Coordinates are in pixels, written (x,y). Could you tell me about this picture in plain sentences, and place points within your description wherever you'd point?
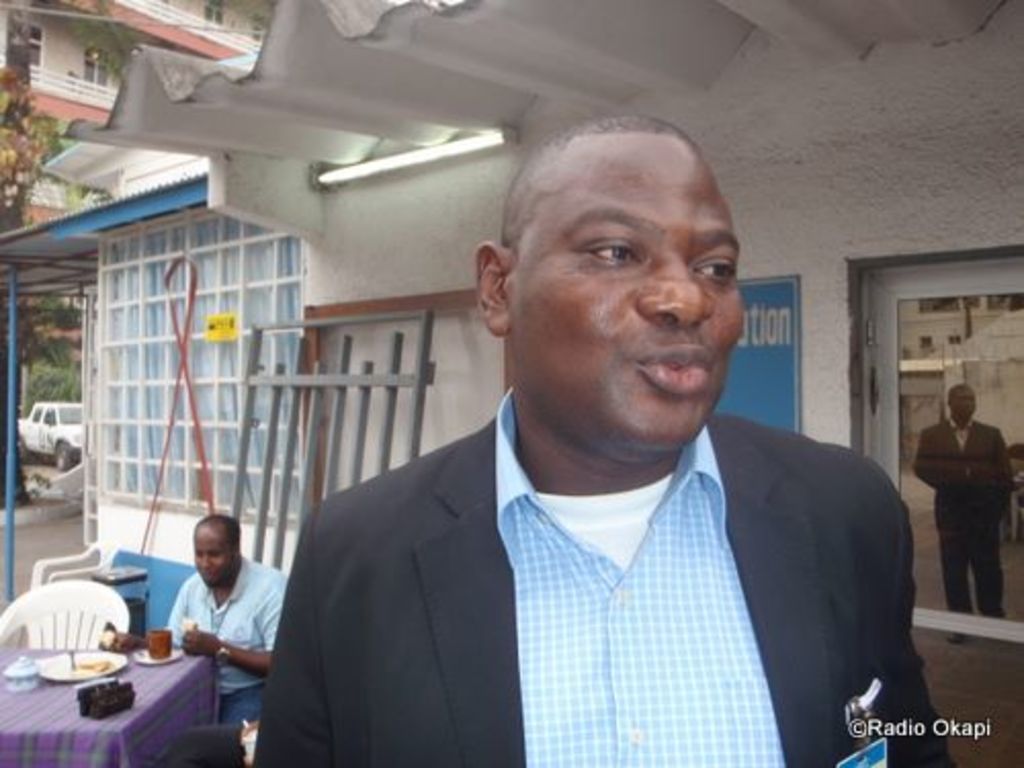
Here we can see a man (512,189) standing in the front (837,559) and behind him we can see another person (212,644) sitting on chair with table (188,678) in front of him having a cup (169,636) and plate (78,665) and some other things (99,667) placed on the table (150,692) and we can see a house (1003,244) and we can see a car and trees (39,326).
